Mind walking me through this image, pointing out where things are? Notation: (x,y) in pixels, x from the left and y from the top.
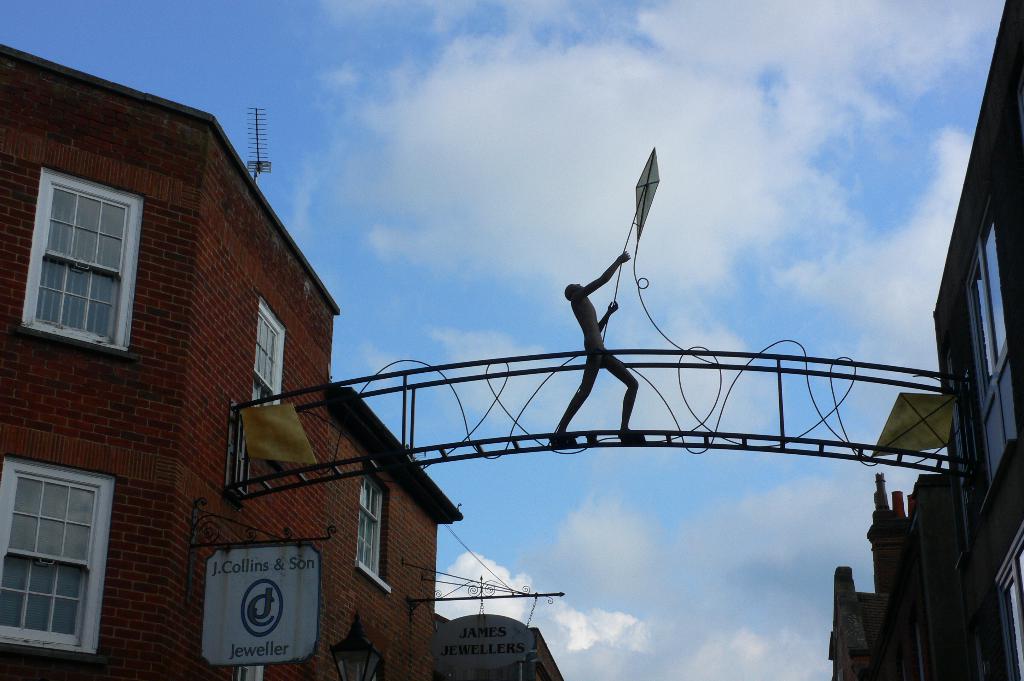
In this image we can see an arch (951,401), boards (304,553), light poles (372,642), brick buildings (31,375), antenna (263,163) and sky (549,260) with clouds (448,170) in the background (681,256).
